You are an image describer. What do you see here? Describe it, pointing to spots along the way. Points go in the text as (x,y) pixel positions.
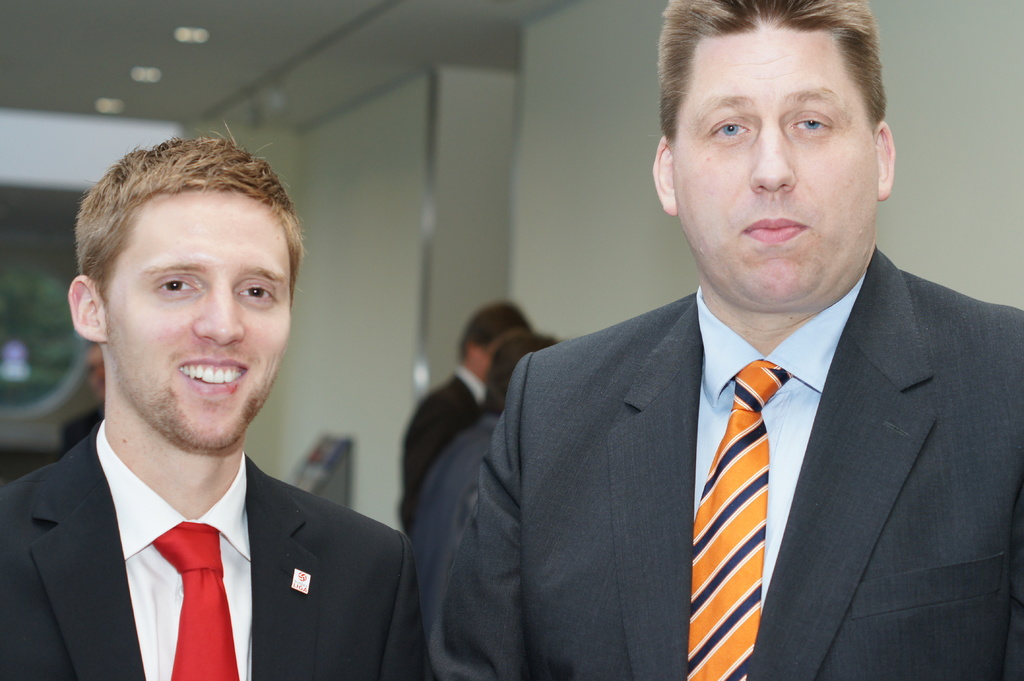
This is the picture of a room (28,6). On the left side of the image (230,538) there is a person (181,671) standing and smiling. On the right side of the image (822,257) there is a person (822,257) standing. At the back (535,351) there are group of people (521,351). At the top (198,29) there are lights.
